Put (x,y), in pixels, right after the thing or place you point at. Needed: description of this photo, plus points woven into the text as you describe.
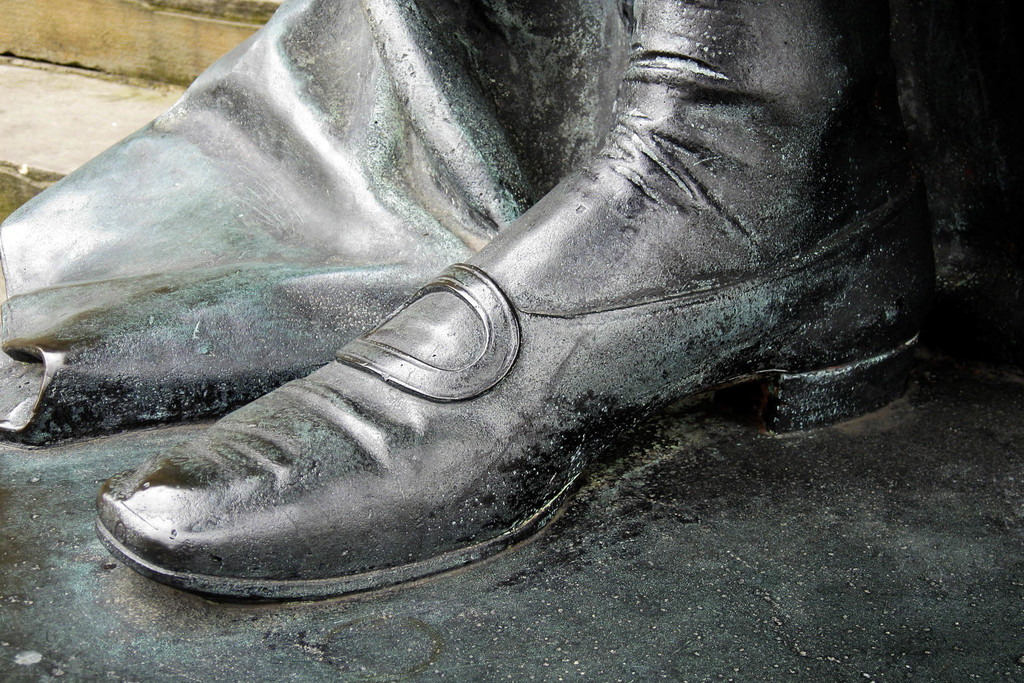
In this image, I can see a leg (505,359) of a statue (694,202). At the top left corner of the image (69,134), these are looking like the stairs (113,34).
